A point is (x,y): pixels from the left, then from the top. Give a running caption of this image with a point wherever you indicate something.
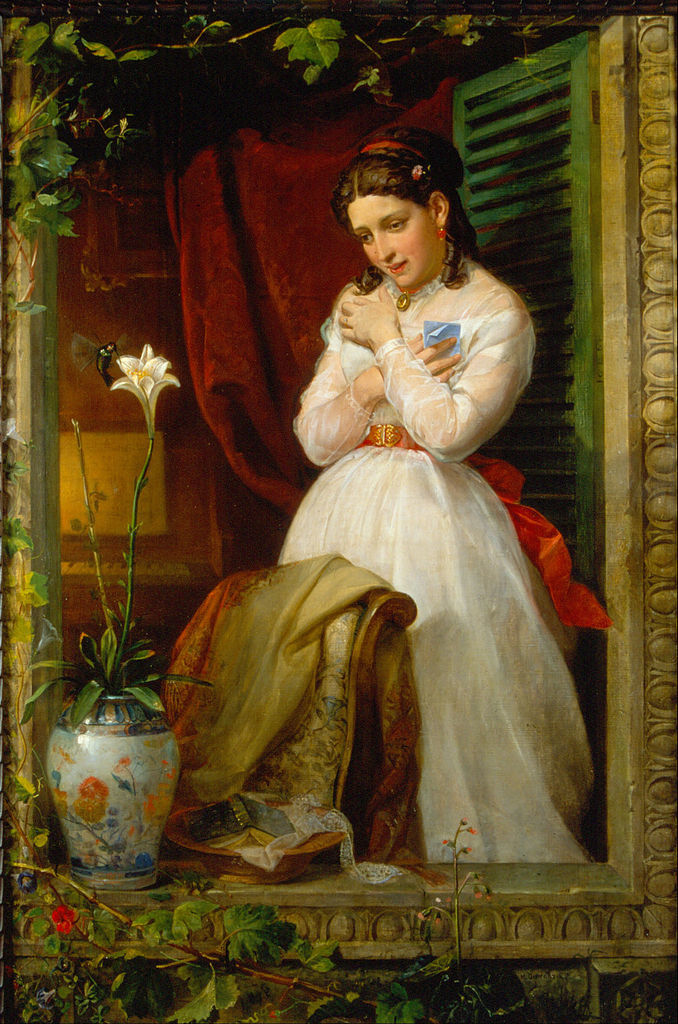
It is an edited image. In this image there is a window (650,881) and we can see a person (420,300) standing in front of the window (623,767). In front of her there is a chair (320,726) with the cloth (299,679) on it. In front of the chair (348,715) there is a flower pot (101,804). Beside the flower pot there is a bowl (321,834) with some object (268,826). On the backside (214,288) there is a curtain (260,375). Behind the curtain (236,423) there's a wall (145,282) with the photo frames (98,473) attached to it. In front of the window (551,310) there is a plant (217,958) with the flowers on it.
